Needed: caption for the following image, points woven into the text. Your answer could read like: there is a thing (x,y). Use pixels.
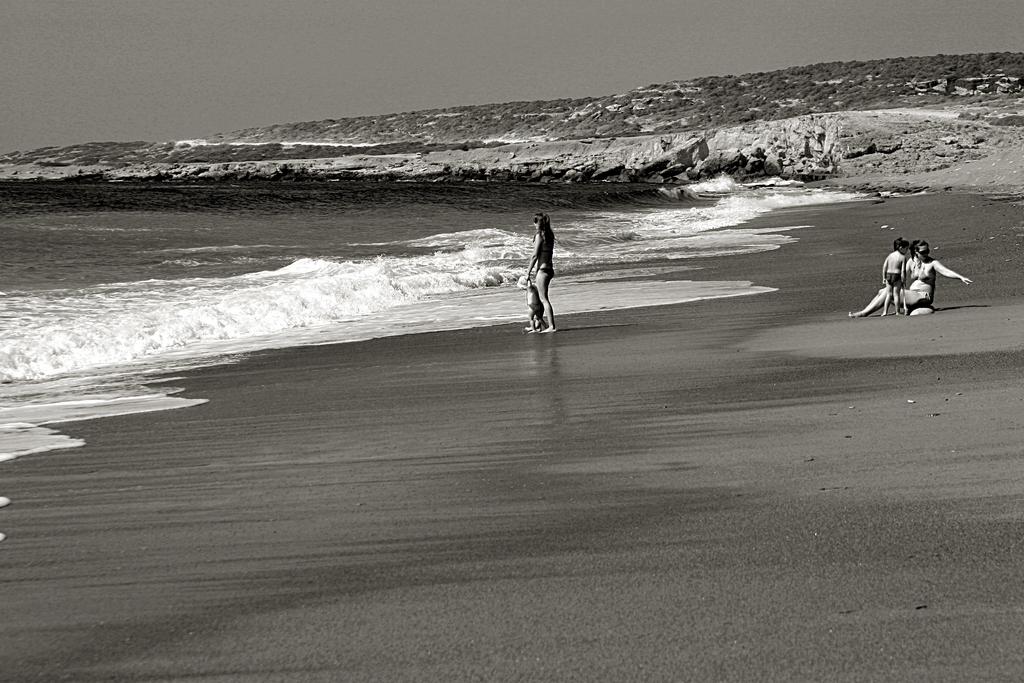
It is a black and white image. In this image, we can see two women (930,276) and kids (531,291). Here a woman (926,295) is sitting on the sand (893,322). Background (749,189) we can see water (325,258), rocks (901,155) and sky (501,54). Here another woman (539,268) is holding a kid (537,314).
